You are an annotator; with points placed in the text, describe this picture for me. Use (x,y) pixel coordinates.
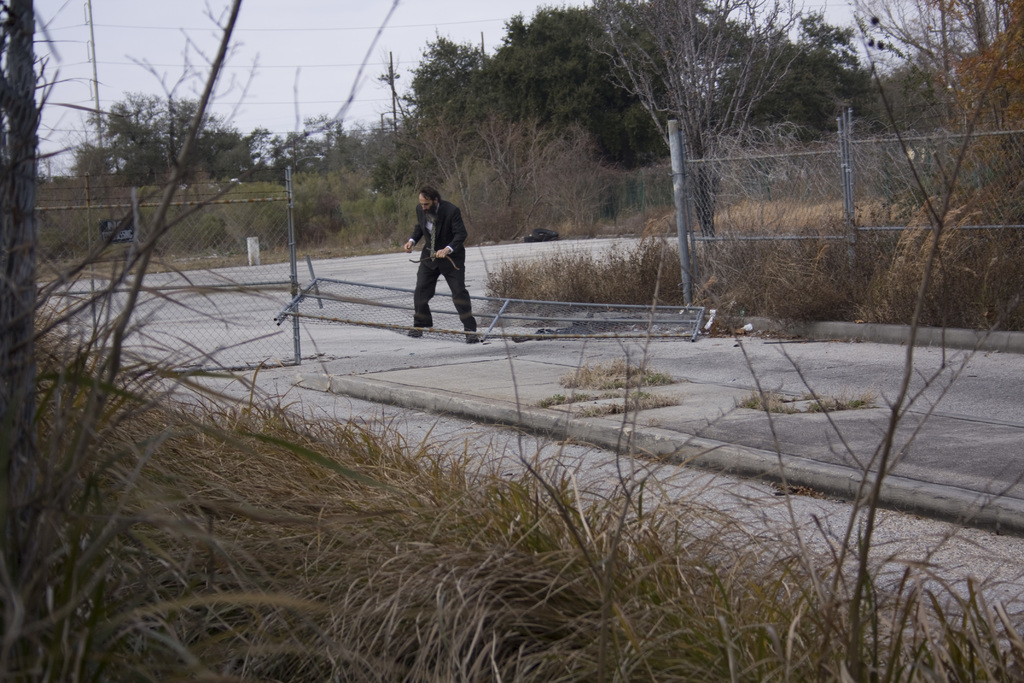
In the image we can see a man (463,287) standing, wearing clothes (457,273) and shoes (413,335). Here we can see fence (760,239), grass (321,540), road (870,450) and trees (666,103). We can even see electric pole (97,126), electric wires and the sky (156,85).
